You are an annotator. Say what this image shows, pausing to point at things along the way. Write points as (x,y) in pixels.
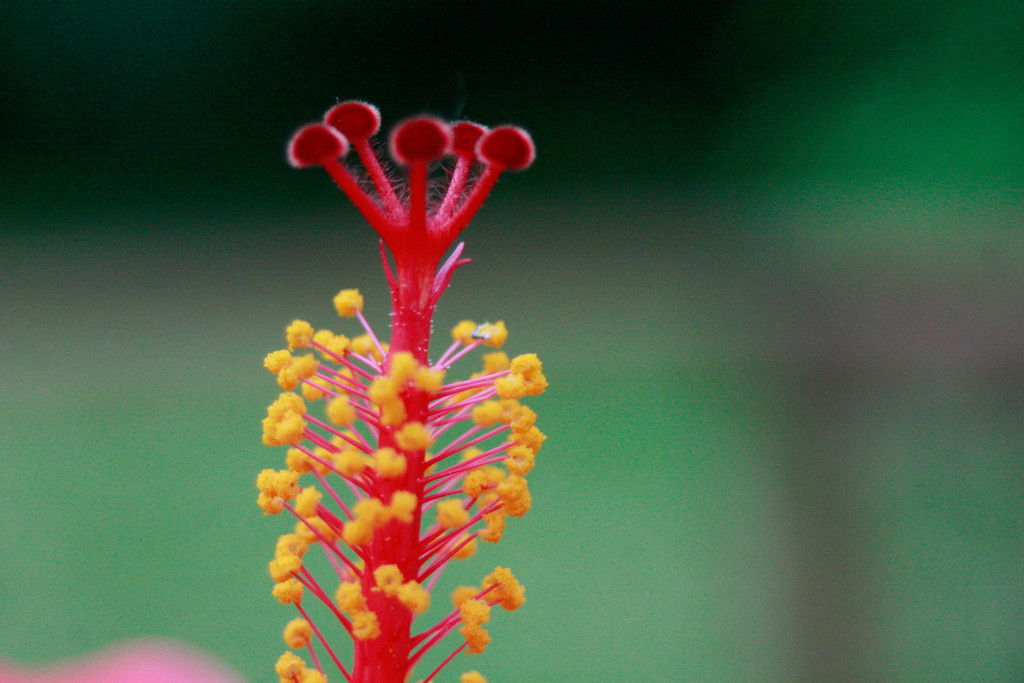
In this image I can see a red color pollen tube (391,610) along with the stamens (328,383). The background (494,209) is blurred.
